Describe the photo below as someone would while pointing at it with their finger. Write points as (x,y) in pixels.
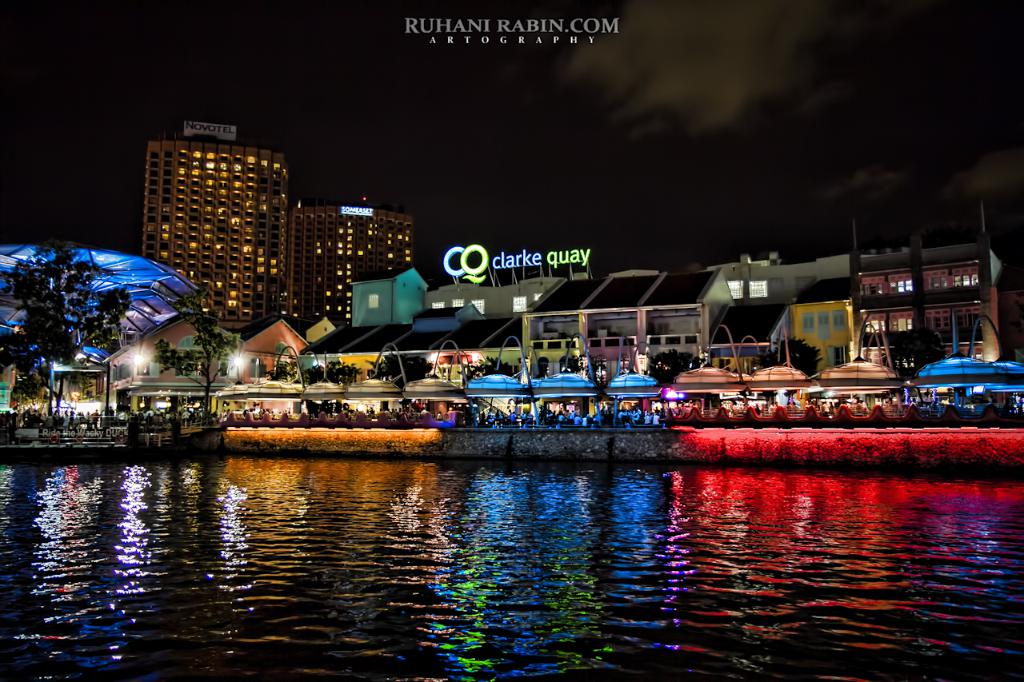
In this image at the bottom (438,561) there are waves (335,566) and water (492,589). In the middle (572,317) there are buildings (461,321), trees (405,367), people (867,409), tents (498,396), lights (786,392), text (485,264). At the top (199,184) there are buildings (189,186), sky (532,184), clouds (665,79) and text (493,28).
